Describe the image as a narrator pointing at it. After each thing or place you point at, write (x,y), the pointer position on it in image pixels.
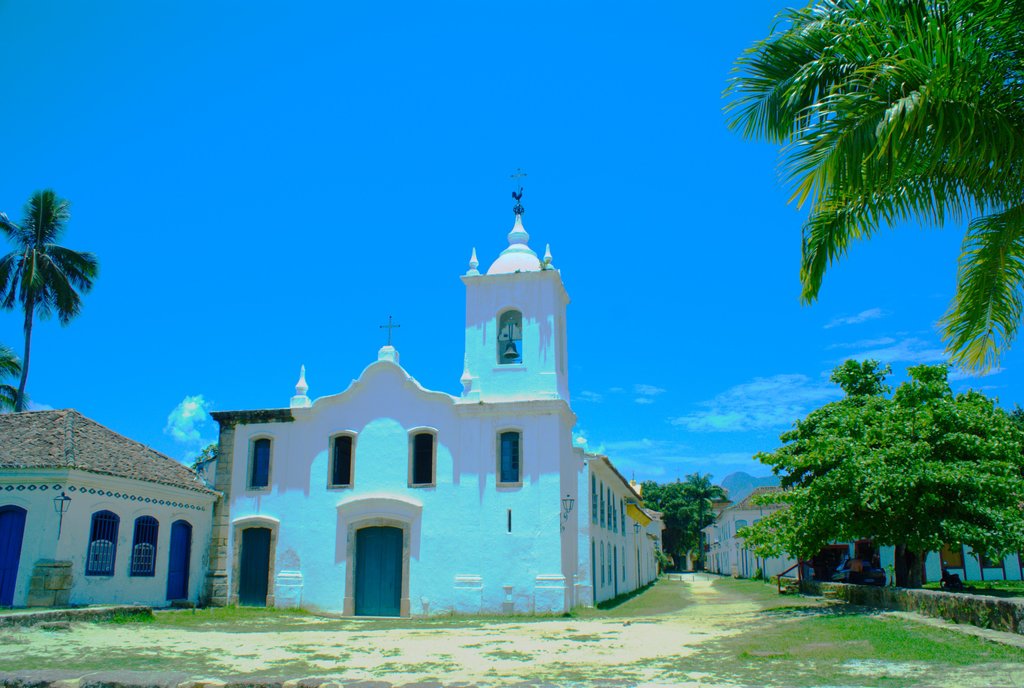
This is the picture of a place (340,520) where we have some houses (393,468), trees (889,473), plants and some grass (879,626) on the floor (171,670).
